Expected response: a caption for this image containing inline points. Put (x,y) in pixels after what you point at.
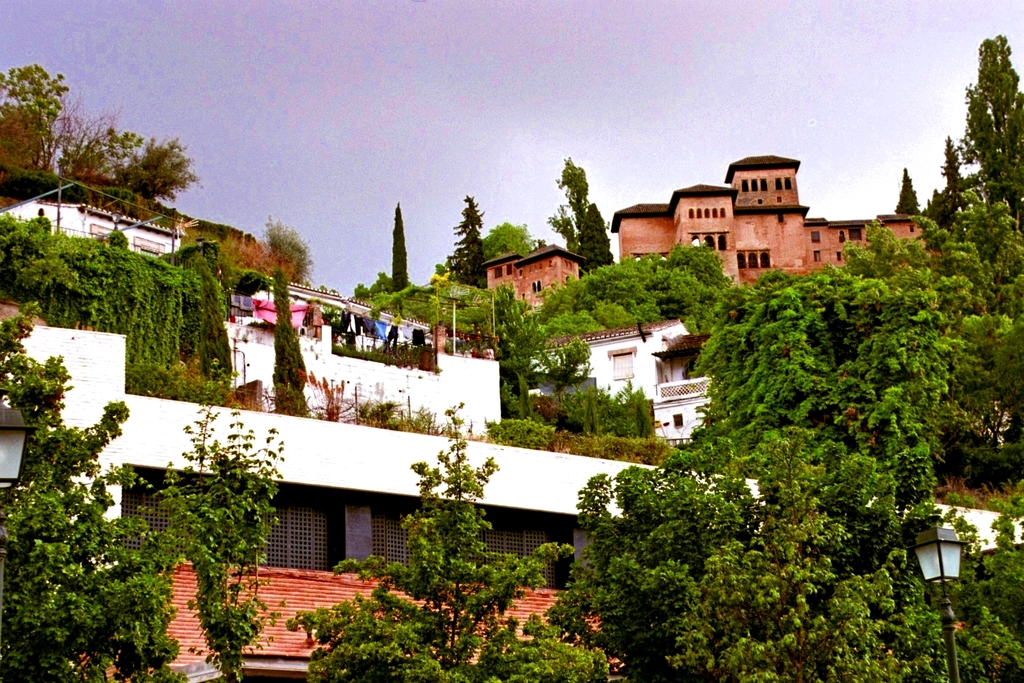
In this picture I can see trees (478,527), plants (16,183), houses (246,360), and in the background (476,129) there is sky (456,123).
